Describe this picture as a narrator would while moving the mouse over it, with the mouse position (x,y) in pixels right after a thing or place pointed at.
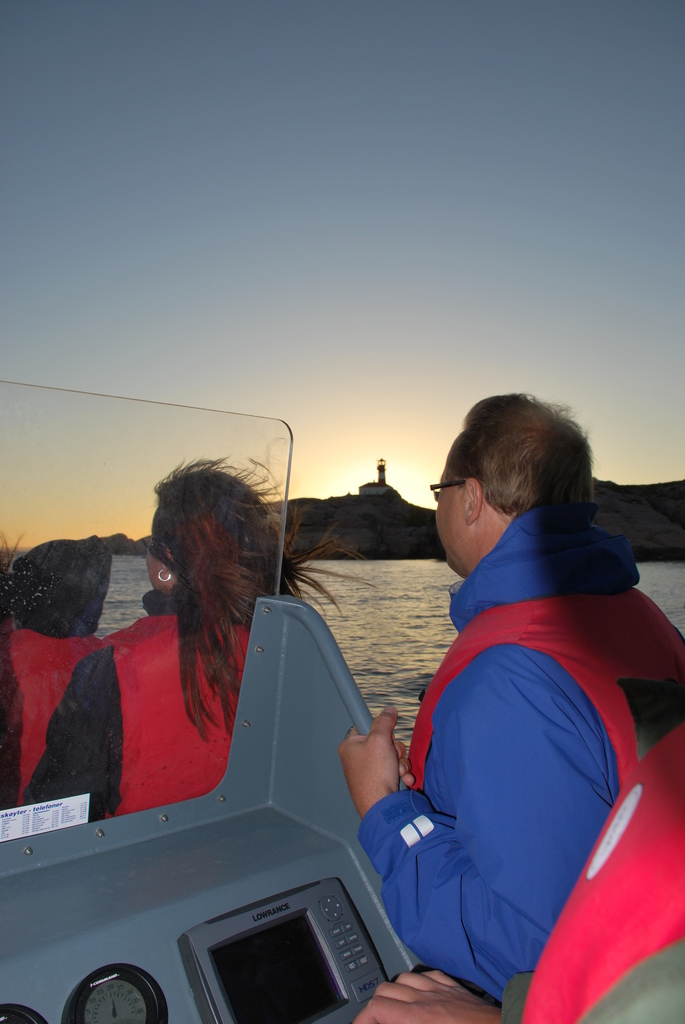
There are four persons (136,787) standing in a boat (144,959). In the background (319,604) we can see water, house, tower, mountain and sky (118,237).
